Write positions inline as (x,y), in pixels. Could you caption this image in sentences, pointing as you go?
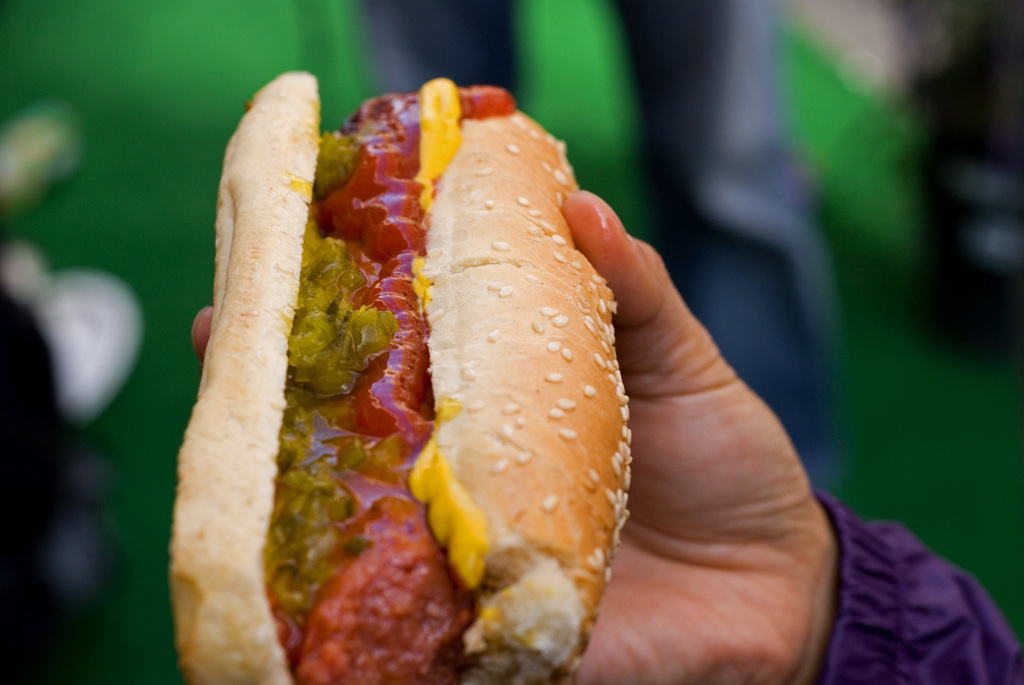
In this image we can see a human hand (656,425) holding a stuffed hot dog (419,403).
